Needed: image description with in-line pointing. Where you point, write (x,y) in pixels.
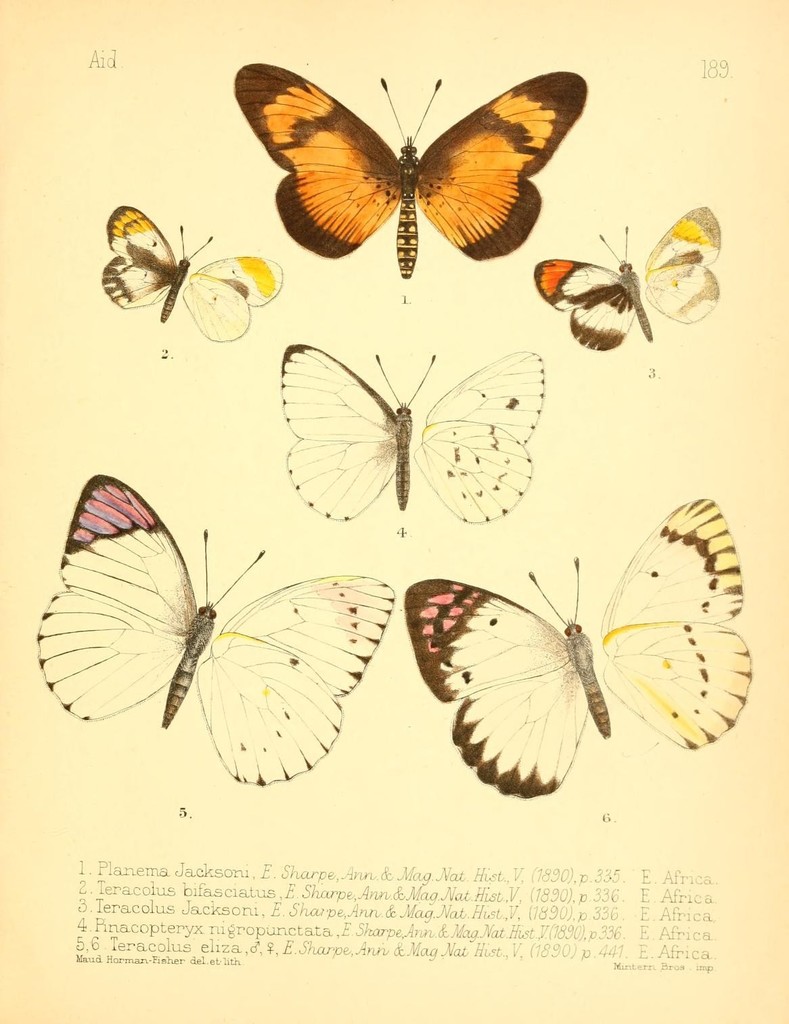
This image is a paper (430,97), on that paper (306,760) there are pictures (330,193) of a butterflies (531,361).
